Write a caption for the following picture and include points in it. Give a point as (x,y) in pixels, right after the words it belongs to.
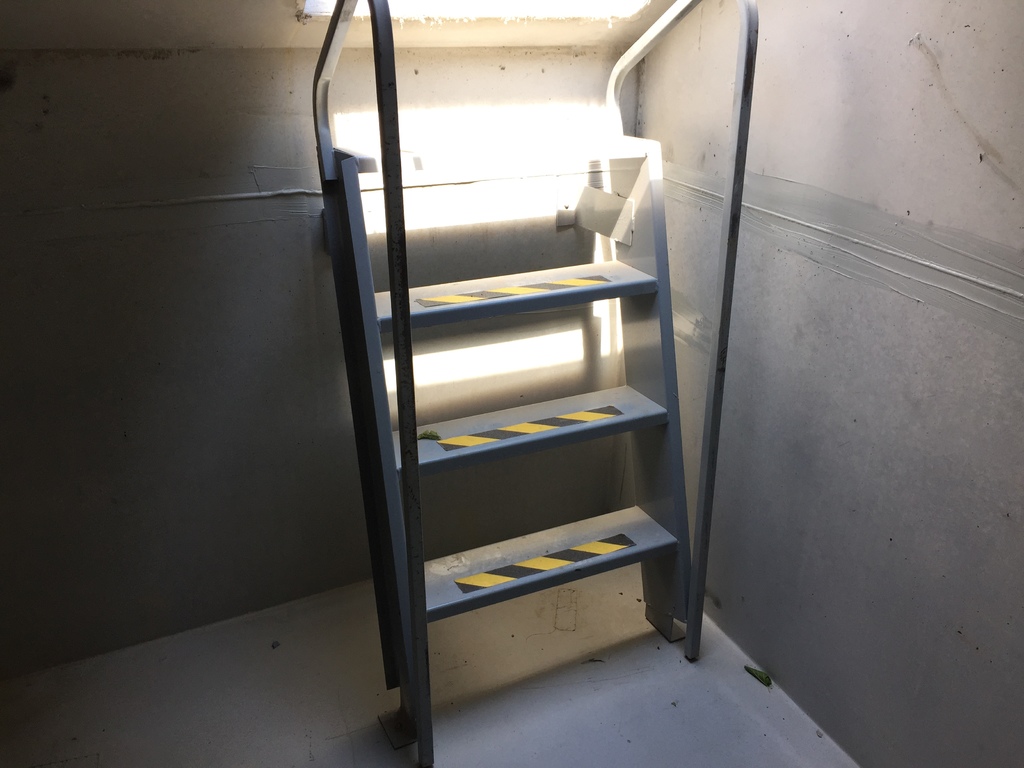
In this image I can see the iron ladder (423,588) and I can see the wall (214,187) in cream color.
